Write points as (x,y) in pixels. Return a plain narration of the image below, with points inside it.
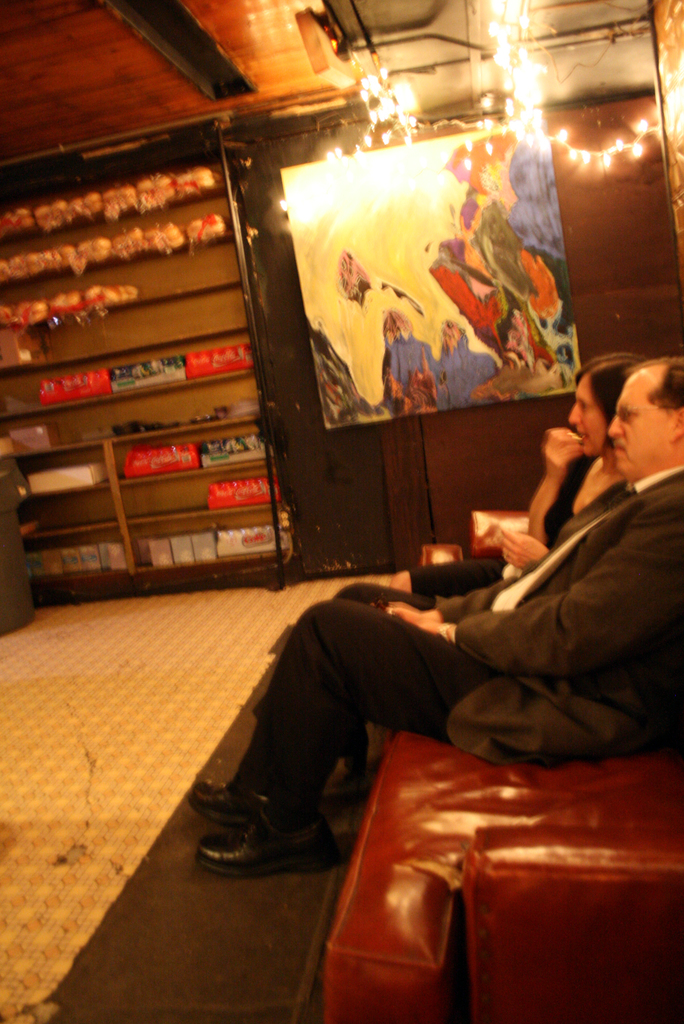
On the right side of the image (583,732) we can see persons (415,617) sitting on the sofa (429,900). In the center of the image (388,390) there is a painting (477,296). On the left side of the image (153,257) we can see objects (91,568), bread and boxes (87,389) arranged in a shelves (134,500). At the top of the image (508,139) we can see a lighting (525,133).
